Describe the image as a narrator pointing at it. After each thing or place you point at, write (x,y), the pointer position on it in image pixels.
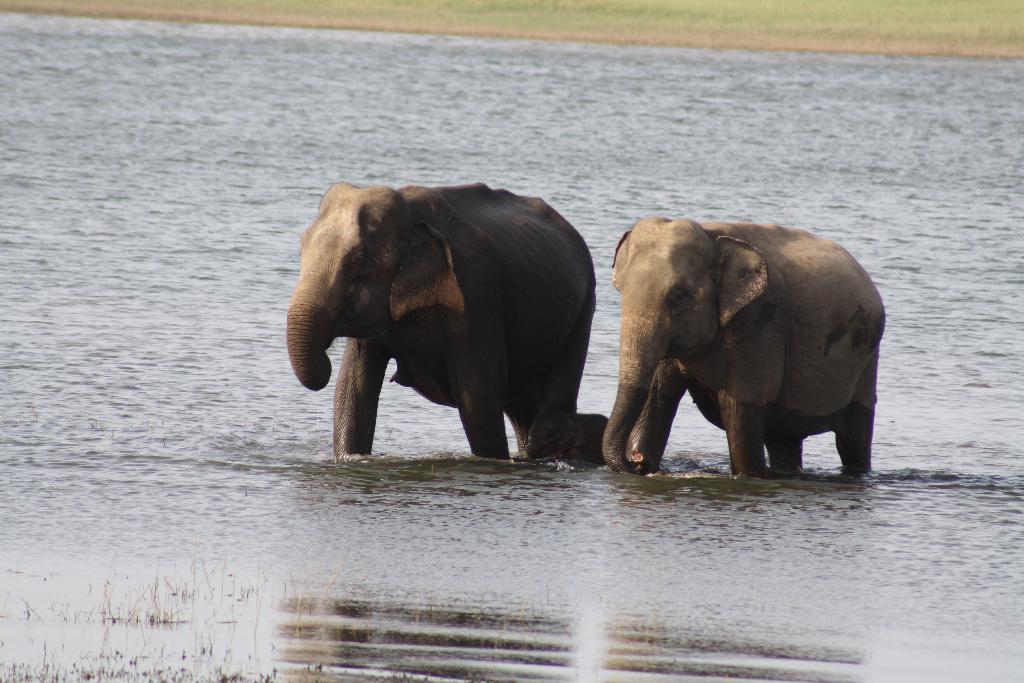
In this picture I can see the water (864,217) and I see 3 elephants (522,275) in the center of this image (545,308). In the background (649,23) I see the grass (492,25).
